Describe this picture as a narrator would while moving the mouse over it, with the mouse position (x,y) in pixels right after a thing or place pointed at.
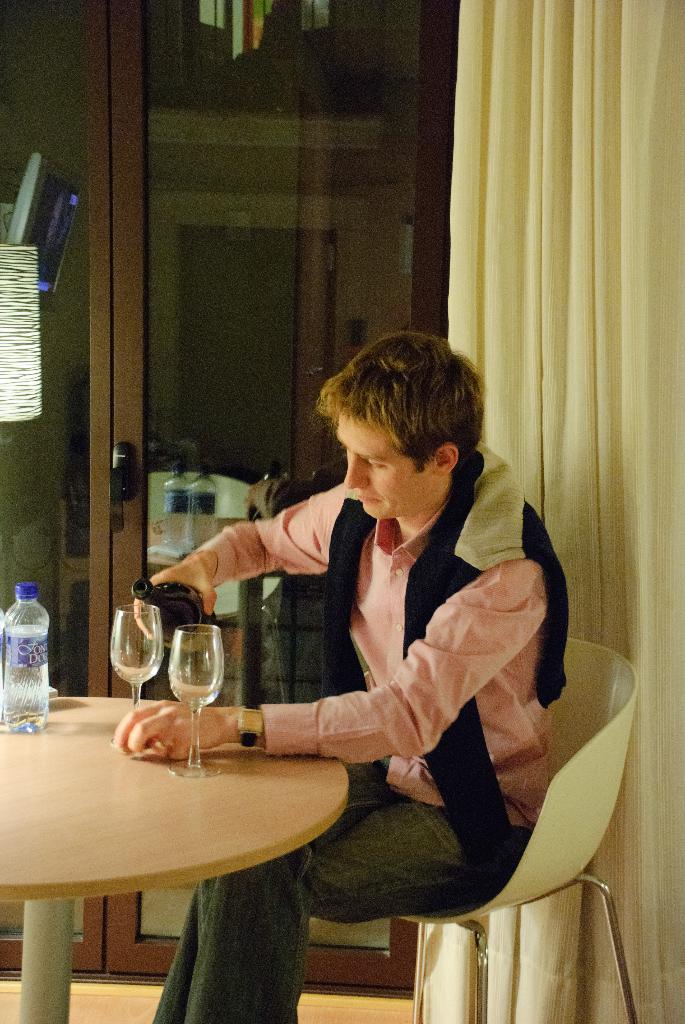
In this image, we can see a person (483,567) sitting on a chair (577,811) and holding a bottle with his hand (197,560). There is a table (125,868) in the bottom left of the image (75,820) contains bottle (34,705) and glasses (155,642). There is a curtain (657,544) on the right side of the image (645,566).
